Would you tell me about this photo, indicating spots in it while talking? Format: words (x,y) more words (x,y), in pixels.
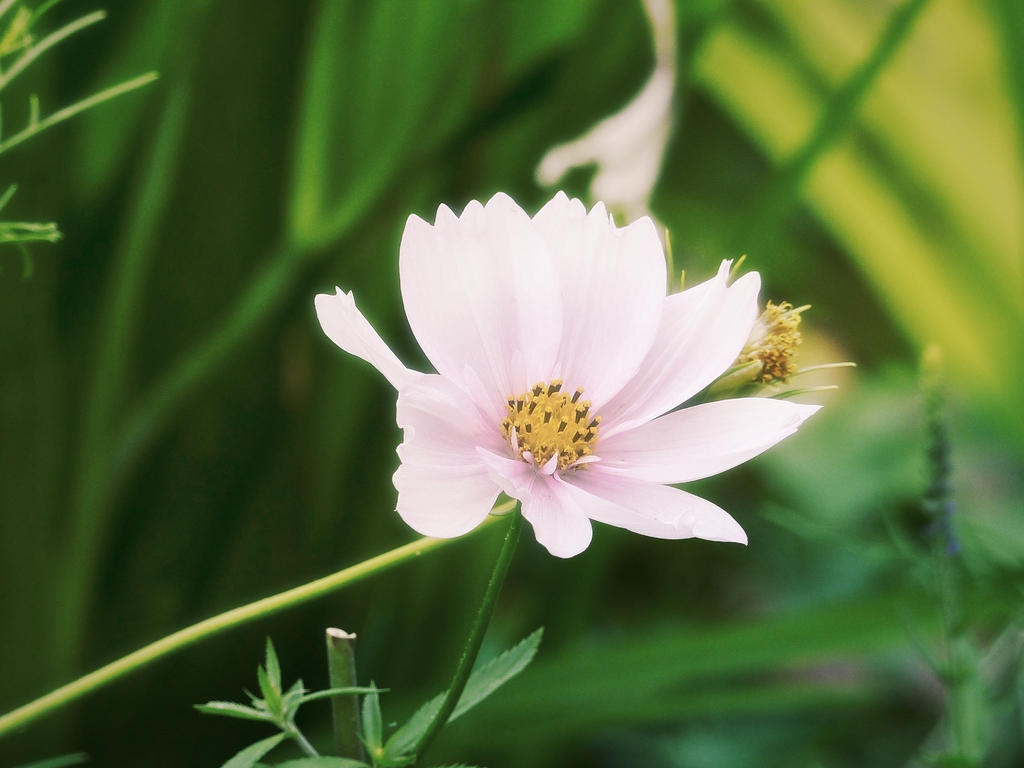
In this image I can see a flower (483,288) and few leaves (380,730). In the background (331,730) I can see green color and I can see this image is little bit blurry from background (477,549).
